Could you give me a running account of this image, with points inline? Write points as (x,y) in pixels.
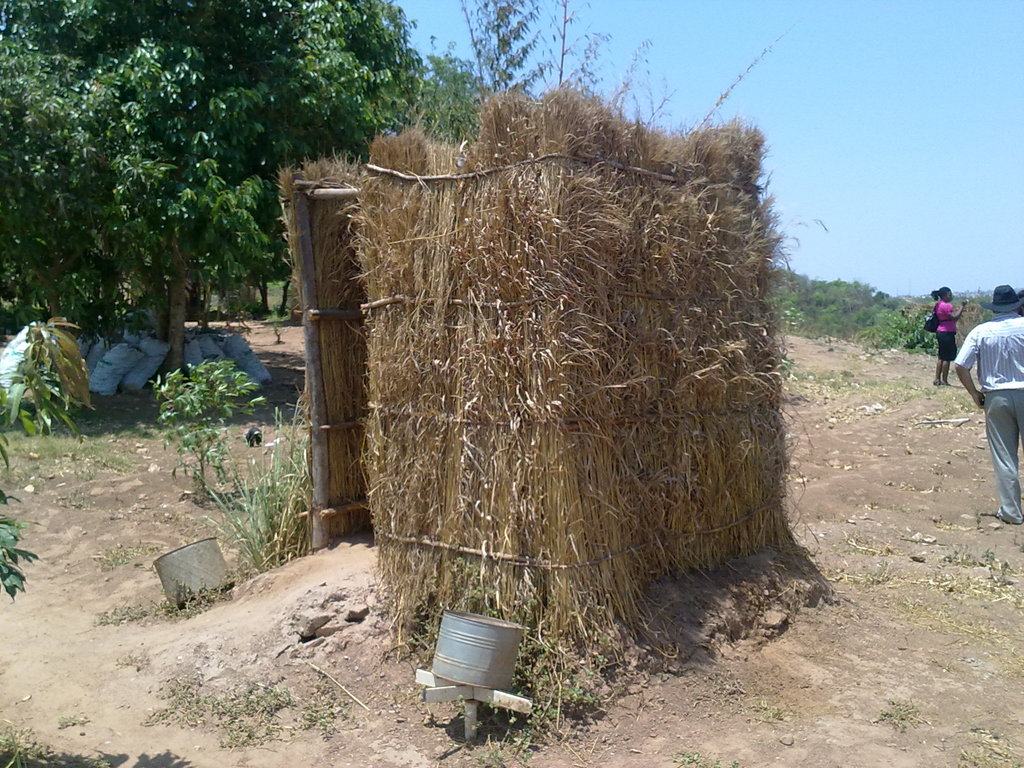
In this image we can see people (989,395), ground (877,593), grass (549,471), plants (169,414), bags (255,375), trees (278,13), and other objects (583,445). In the background (788,49) there is sky (827,137).
